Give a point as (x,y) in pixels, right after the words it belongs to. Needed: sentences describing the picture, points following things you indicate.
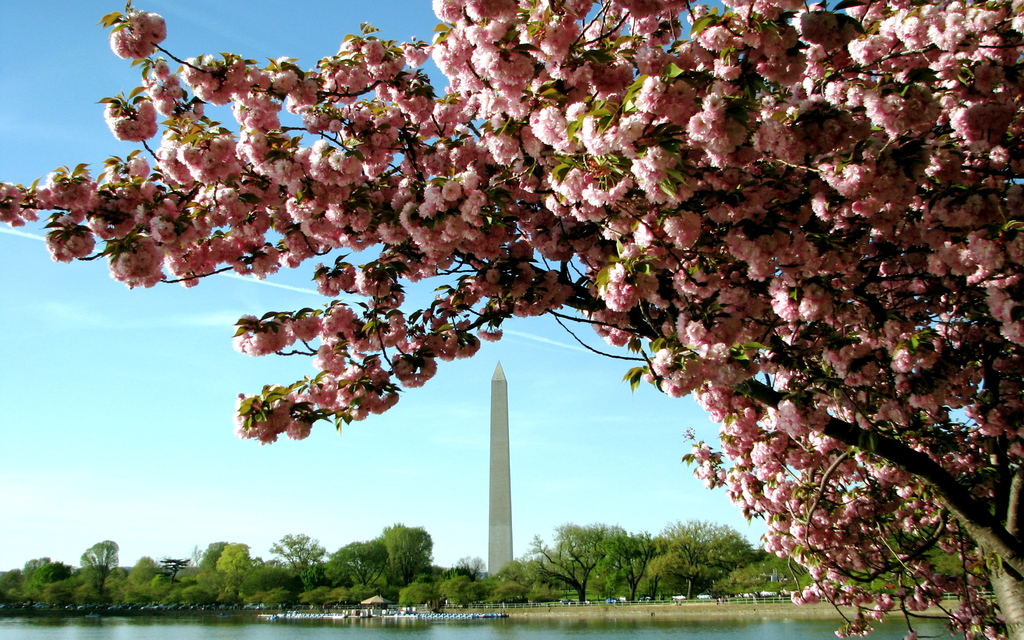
This is a tree (669,370) with the flowers (215,201), which are light pink in color. This looks like a tower (501,387). I can see the water (190,627) flowing. These are the trees (733,559).
